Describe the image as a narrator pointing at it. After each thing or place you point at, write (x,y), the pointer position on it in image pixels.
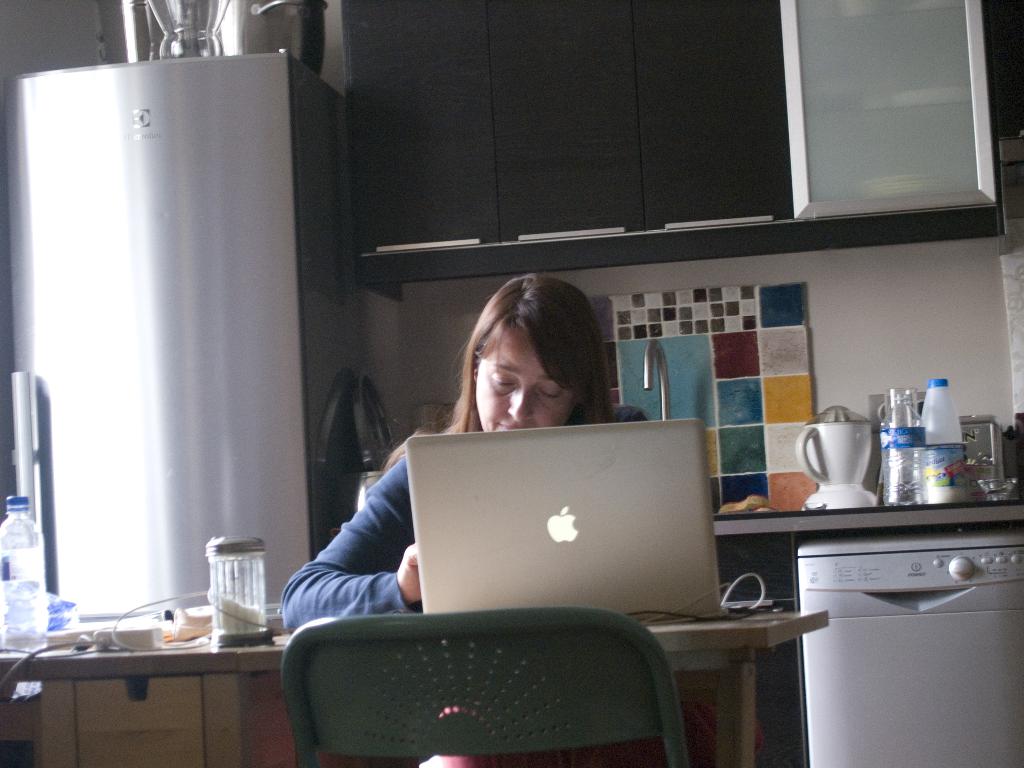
There is a laptop (654,564) on a table (156,667) and a lady (301,591) is operating it. In the background (236,397) we observe a refrigerator (249,399), a wooden cupboard (752,162) and few kitchen utensils (829,470).
